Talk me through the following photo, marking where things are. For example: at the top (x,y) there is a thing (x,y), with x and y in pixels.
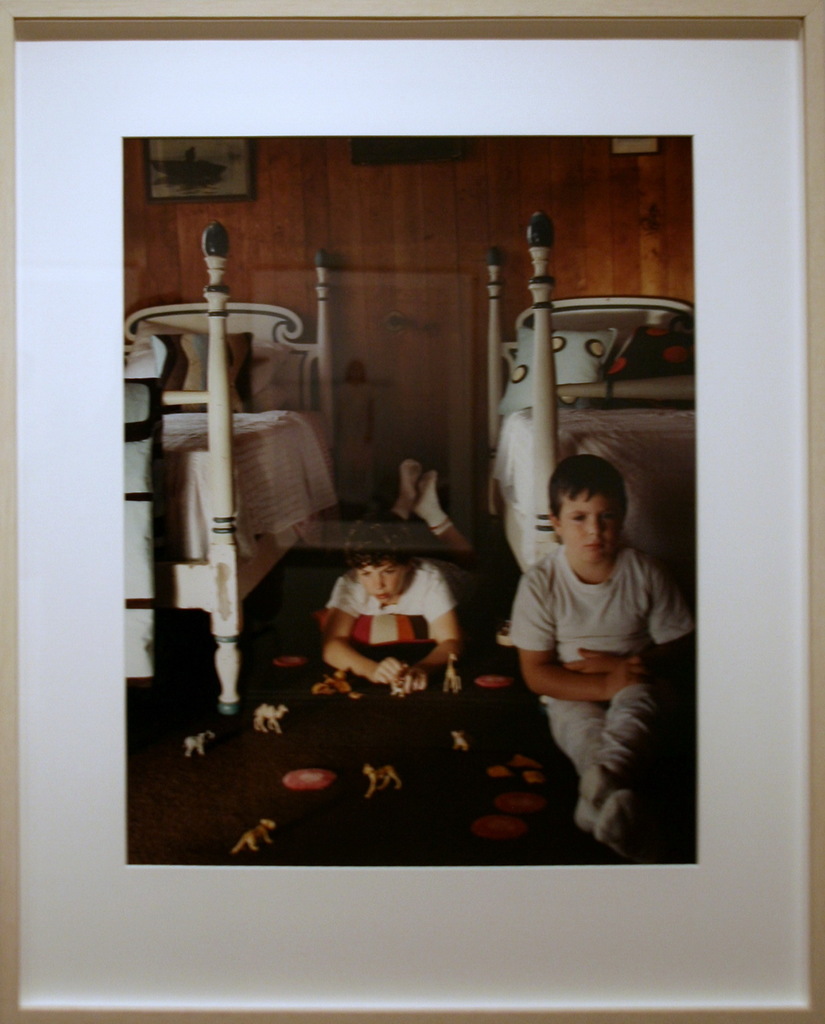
In this image there is a photo frame (295,774), in that there are two people (439,589) and there are two beds (533,466).
